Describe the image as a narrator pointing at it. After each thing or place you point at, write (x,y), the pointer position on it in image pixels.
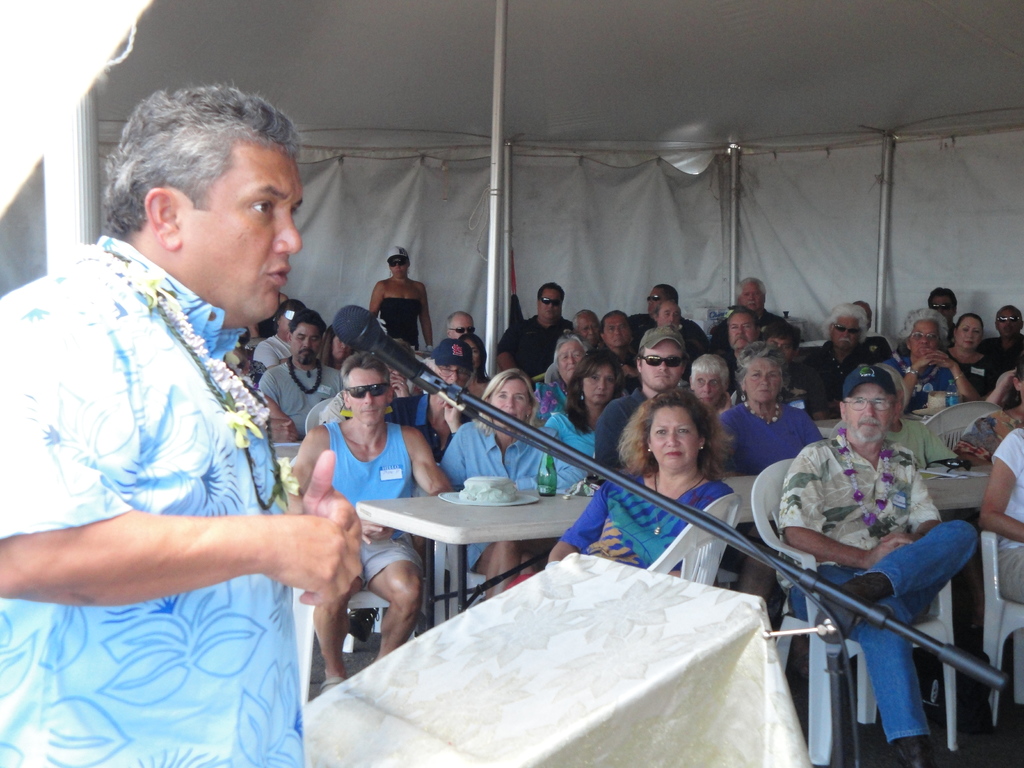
In this image I can see a shed (354,86) with curtains (702,262). And there are persons (862,520) on the shed (770,261) sits on the chair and the other person (336,564) is standing. There is a table (506,516) and on the table (524,517) there is a plate (519,500), Cake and a bottle (540,485). And in front (587,663) there is a mic (906,630) and a desk (402,673) covered with cloth (643,714).
